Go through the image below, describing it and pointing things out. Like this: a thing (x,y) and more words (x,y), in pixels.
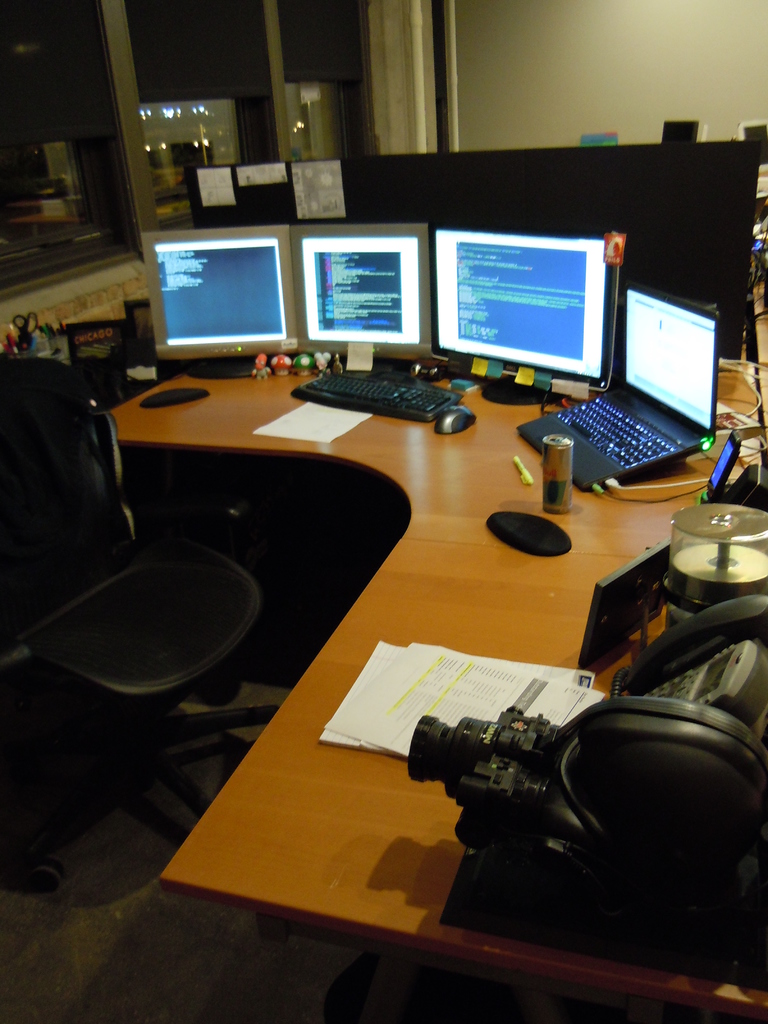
In this picture there are three monitors (569,290) and a laptop (597,418), keyboard (348,396) and mouse (458,426), there some papers (293,427) and there is a telephone (658,679), camera (568,740) and there is a pen stand (35,353) with some pens (41,326) and there is a window (316,85) onto the left side (31,173).
